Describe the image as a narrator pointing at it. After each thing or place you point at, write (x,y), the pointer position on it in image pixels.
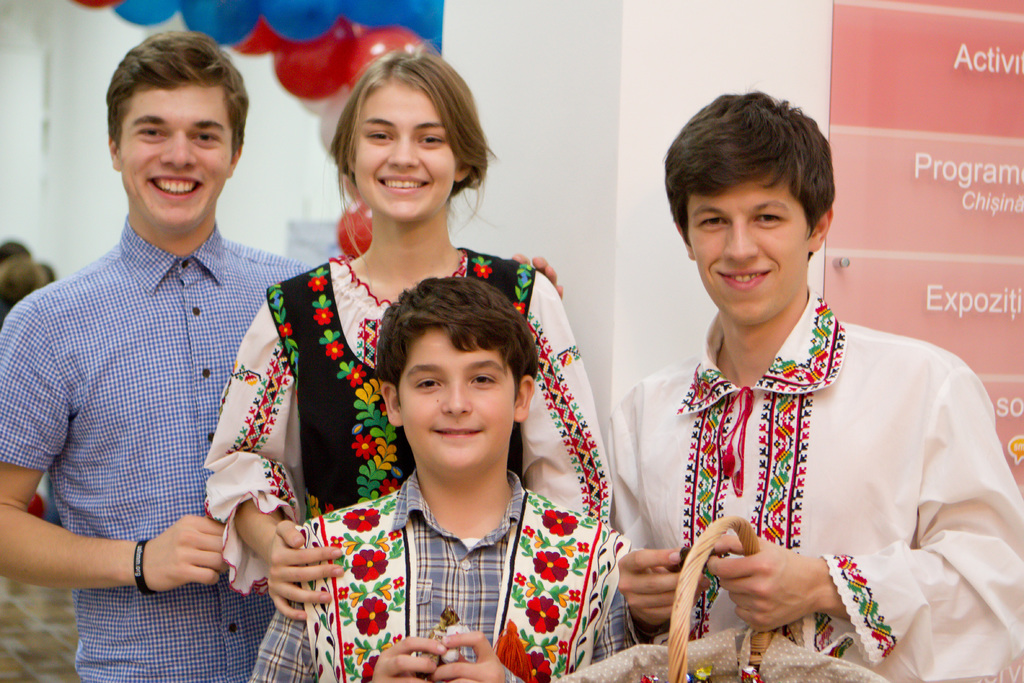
A boy (450,328) is standing, behind him a beautiful girl (337,430) is standing and smiling. She wore black color and other color dress (366,403), behind her there are balloons (349,87).
